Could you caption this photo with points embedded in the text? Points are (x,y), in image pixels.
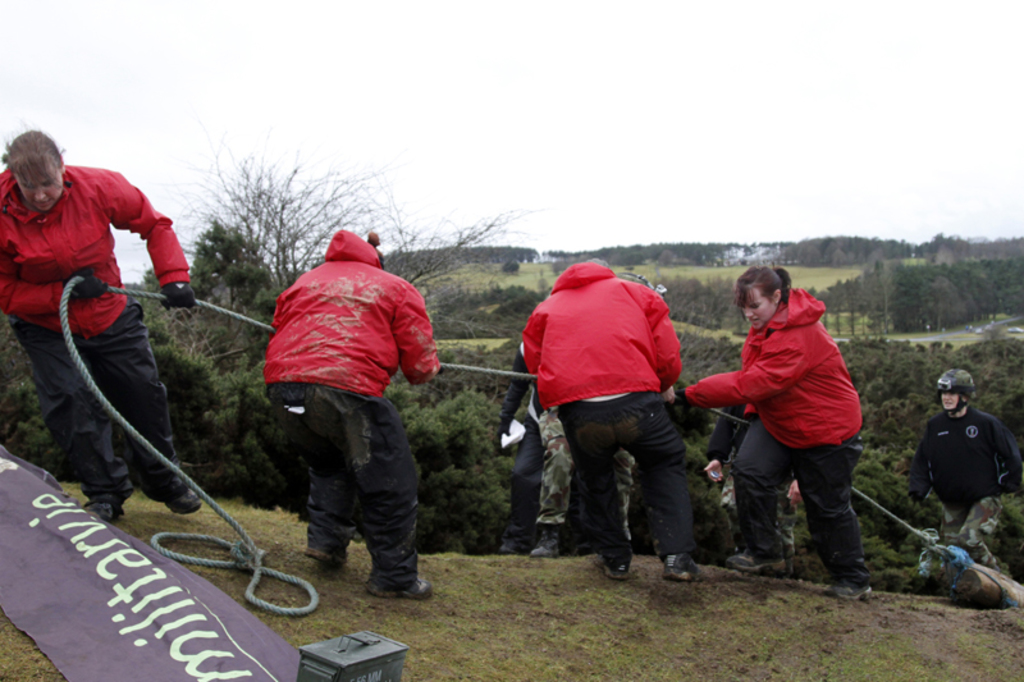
In this image we can see people (600,363) are holding a rope (903,526). In the background (494,446), we can see trees (498,305) and grassy land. At the top of the image (798,53), we can see the sky (833,84). At the bottom of the image (791,630), we can see land (737,609), banner (247,667), wood (975,563) and a metal object (363,657).
